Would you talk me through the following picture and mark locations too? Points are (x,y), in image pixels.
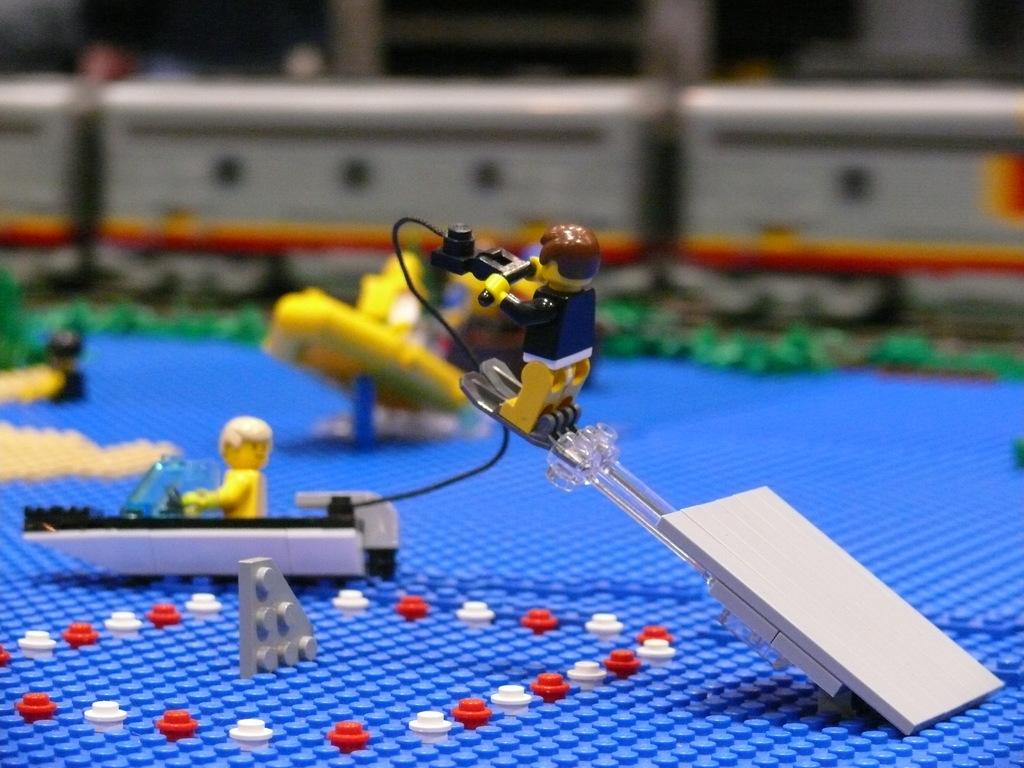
In this image, we can see few toys (852,591) are on the blue color object (496,739). Background (73,38) there is a blur view.
